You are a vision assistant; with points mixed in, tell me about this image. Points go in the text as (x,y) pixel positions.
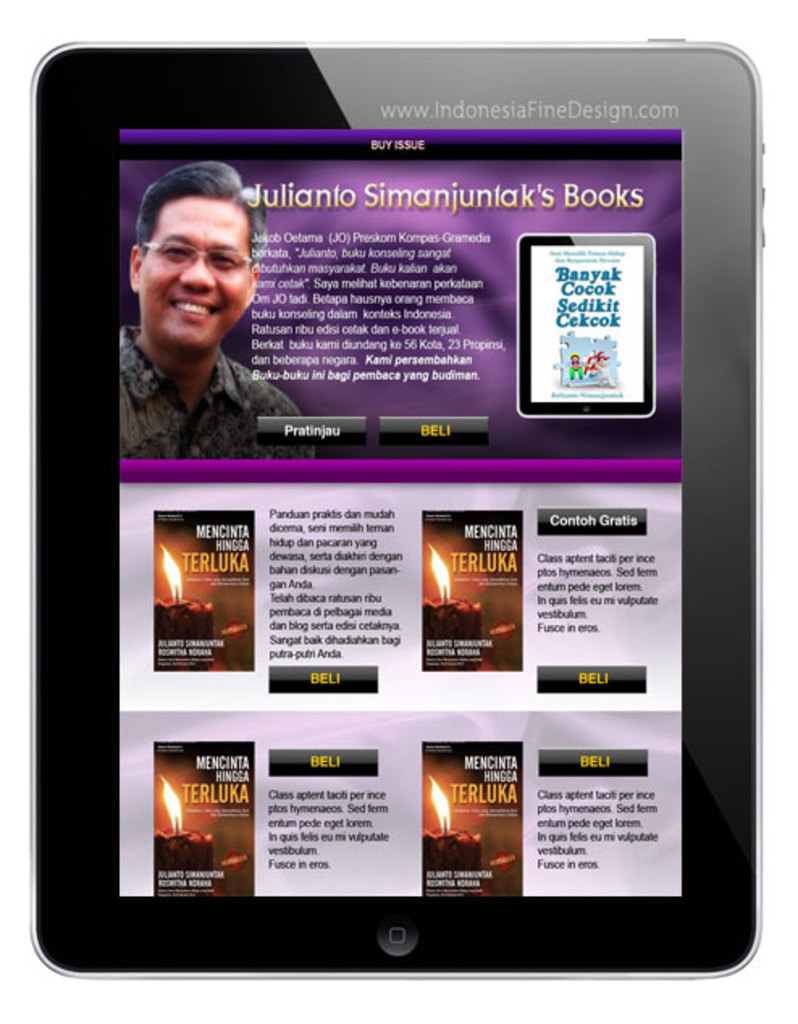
This picture contains a tablet (245,573). We see a poster (285,340) displayed in the tablet (384,632). The man (247,375) in the poster (216,472) who is wearing spectacles (179,251) is smiling. We even see some text (389,326) written on the poster (347,447).
